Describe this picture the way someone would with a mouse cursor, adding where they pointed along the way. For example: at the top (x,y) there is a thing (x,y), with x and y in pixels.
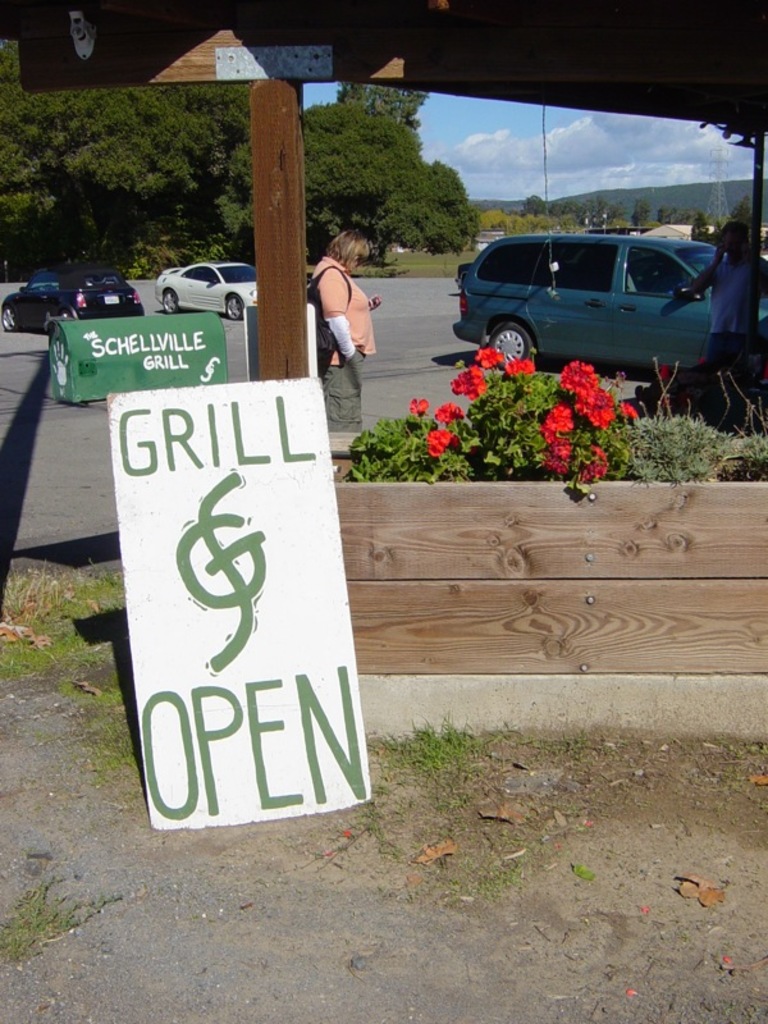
In the image I can see a person (346,349) is standing. I can also see vehicles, board (232,587) which has something written on it, wooden object (379,649), flower plants (512,434) and some other objects (707,382) on the ground (379,354). In the background (321,248) I can see trees (322,248) and the sky (606,135).
